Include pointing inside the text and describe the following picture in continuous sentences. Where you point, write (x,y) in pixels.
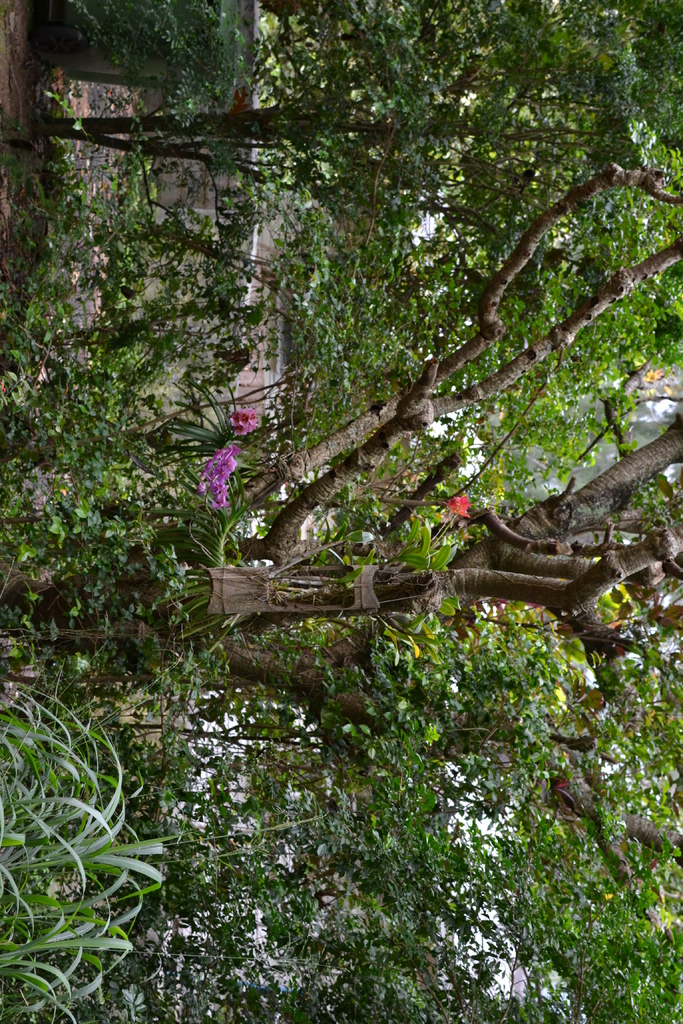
In this image there are lot of trees (324,441) are covered in all of this image.
